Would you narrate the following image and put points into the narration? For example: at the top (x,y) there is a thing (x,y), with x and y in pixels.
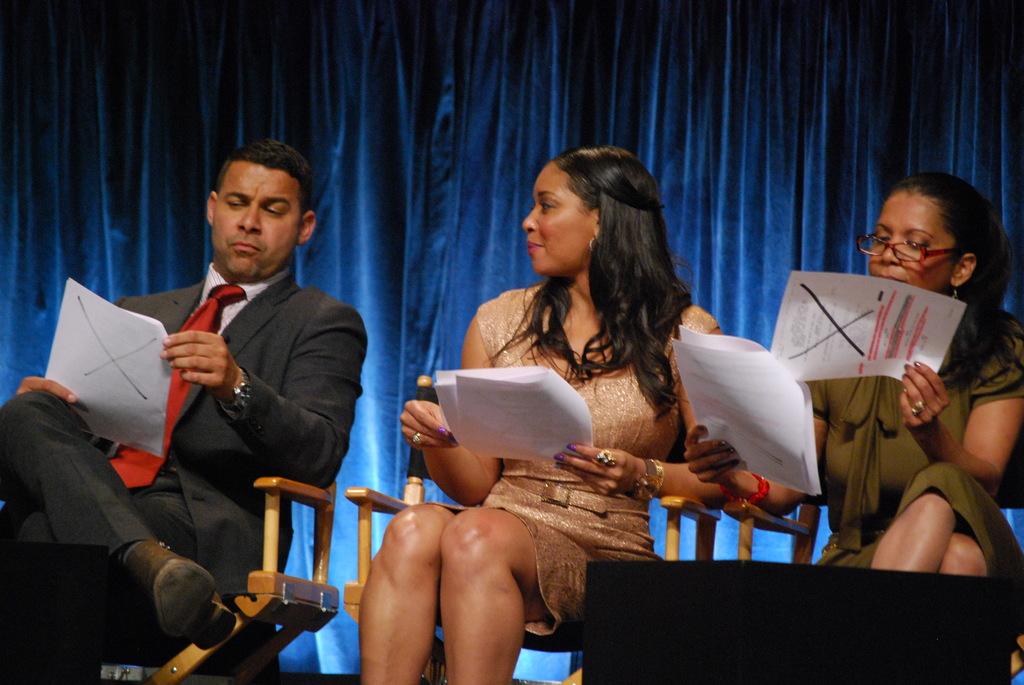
In the picture I can see a man (283,274) sitting on the chair (321,498) and he is holding the paper (113,317) in his hand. He is wearing a suit (167,460) and a tie (205,321). I can see two women (904,499) sitting on the chairs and they are also holding the papers (817,308) in their hands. In the background (187,21), I can see the curtain (621,118).
